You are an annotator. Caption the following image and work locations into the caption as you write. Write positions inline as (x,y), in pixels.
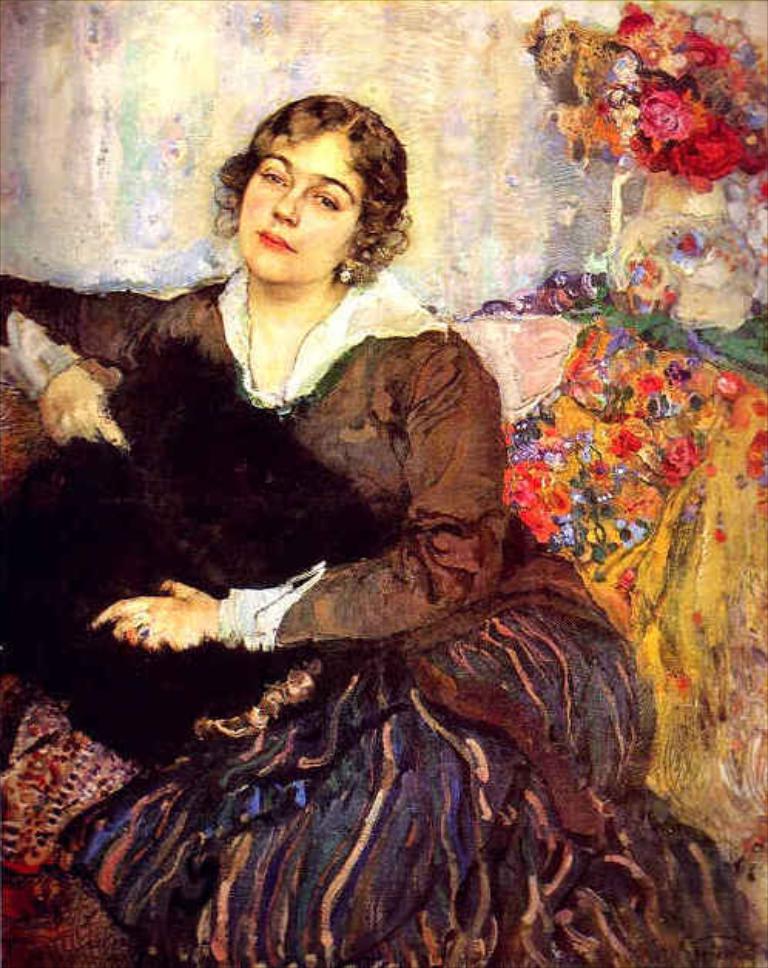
In this image I can see the painting (259,459) of the person (341,578) and I can see the person (116,605) wearing the brown and blue color dress (381,602) and also holding the black color object (238,509). To the side I can see the colorful flowers (555,467).
